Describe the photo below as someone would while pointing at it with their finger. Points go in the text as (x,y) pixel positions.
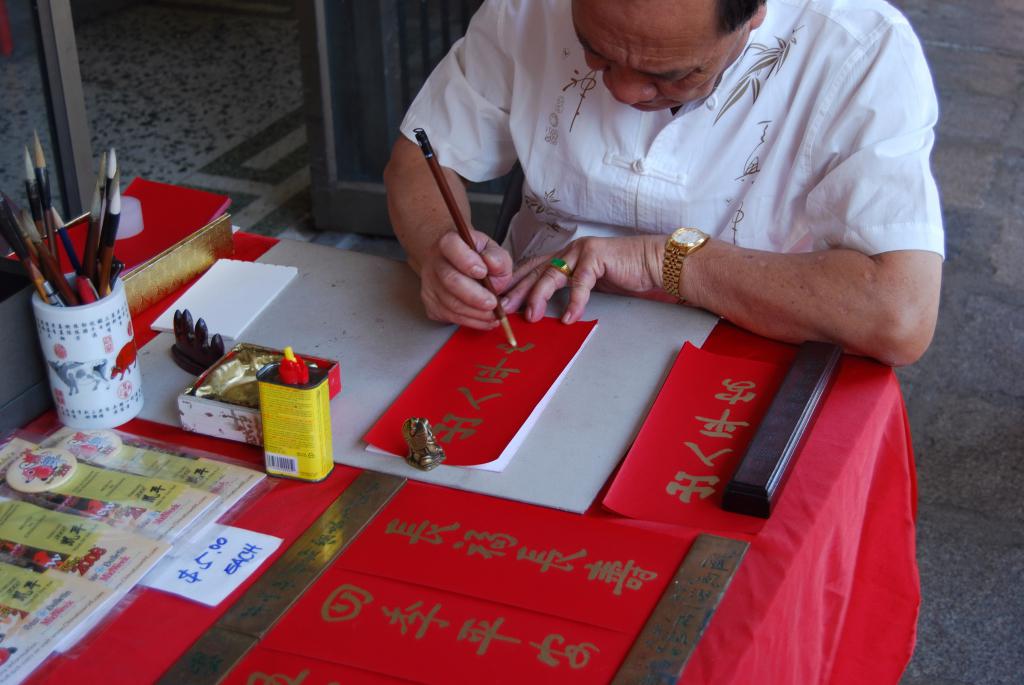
The man (653,168) in the white shirt (592,195) is sitting on the chair (517,168). He is holding a brush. In front of him, we see a table (520,442) on which red color papers (181,508), cup (104,319) containing brushes (46,246), a yellow color box (285,367) and scales (262,625) are placed. This table (746,531) is covered with a red color sheet (795,605). He is writing on the red paper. Behind him, we see a door (436,56) and a wall (393,147).
